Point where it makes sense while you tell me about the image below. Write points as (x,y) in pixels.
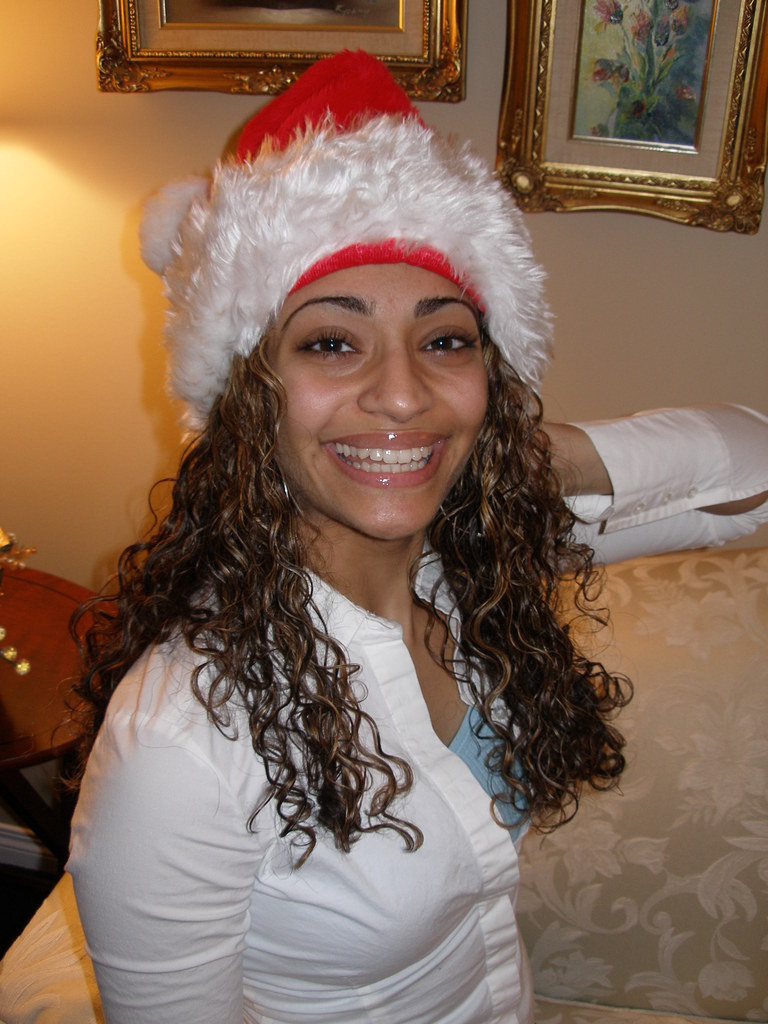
In this picture I can see a person (324,506) with a smile (433,446). I can see the photo frames (445,65) on the wall (487,84).
